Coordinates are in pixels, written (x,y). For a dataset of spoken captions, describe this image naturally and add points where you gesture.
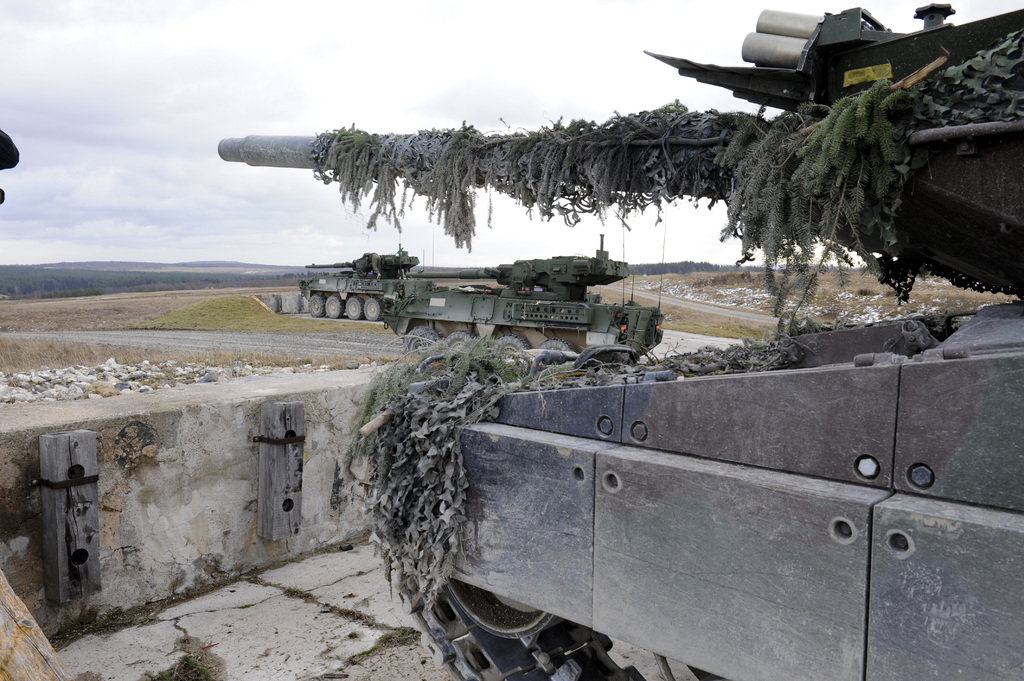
In this image we can see tankers (503,314), also we can see the grass (430,470) on a tanker (578,361), there are rocks (150,365), wall (102,466), also we can see sky (498,42), and the mountains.
